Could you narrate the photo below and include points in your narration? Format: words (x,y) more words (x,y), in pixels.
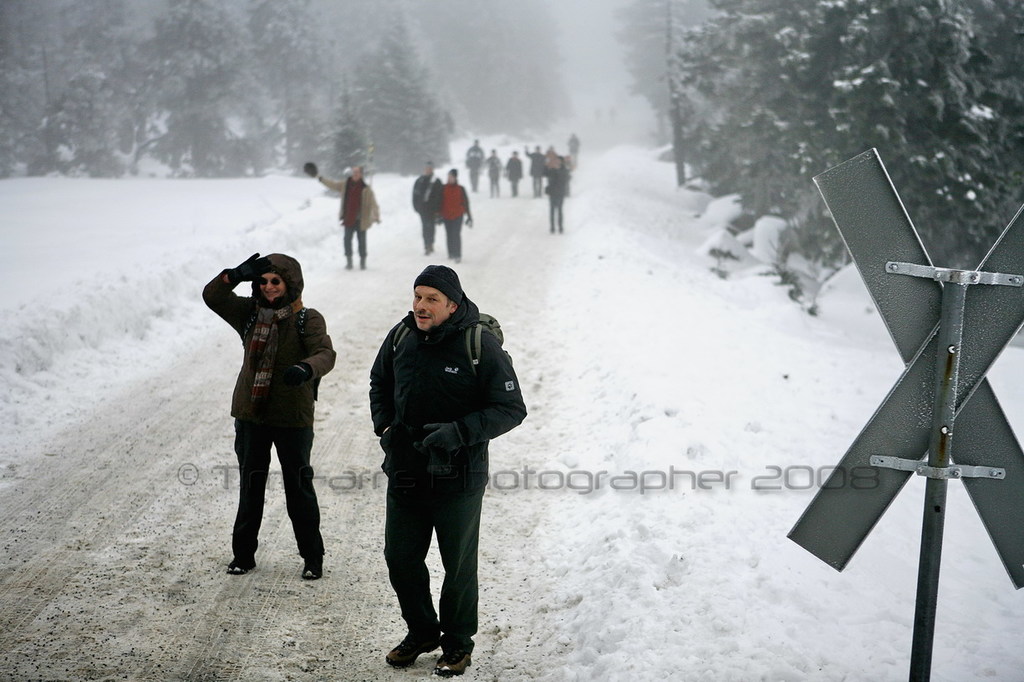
In this picture I can see the person (424,280) in the middle (444,388), there is the watermark (511,482). There are trees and the snow (366,288) on either side of this image, on the right side (1022,249) it looks like a board (1019,528).
